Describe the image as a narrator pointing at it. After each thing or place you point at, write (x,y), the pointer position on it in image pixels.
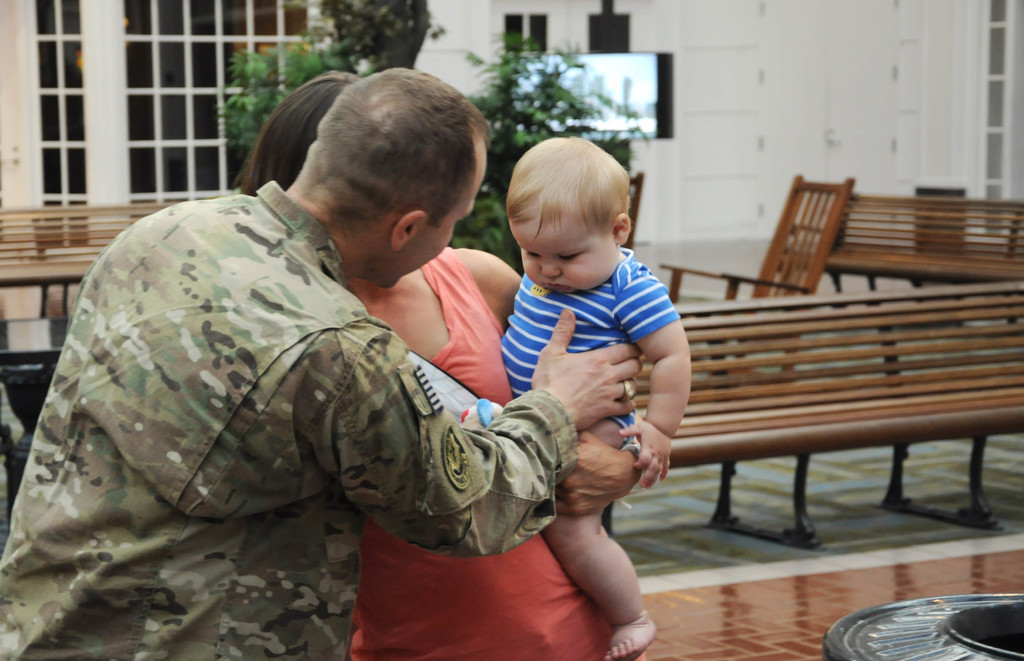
In this image there is a man (307,377), woman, and a baby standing and in background (733,348) there is a chair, benches (857,351), tree (356,54) and a screen (590,67).
